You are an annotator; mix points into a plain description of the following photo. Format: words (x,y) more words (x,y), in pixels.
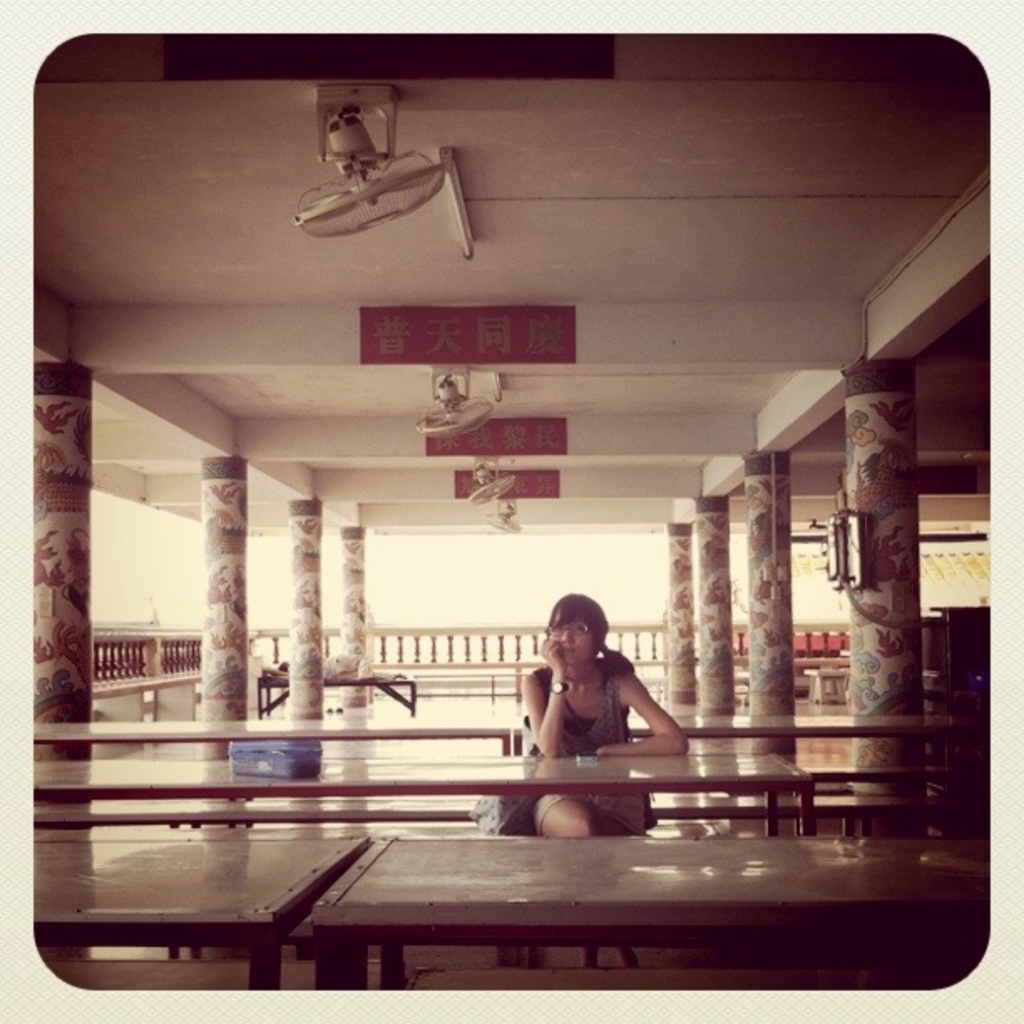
This image has a woman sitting on a bench (253,809) before a table (186,777). There is a box (256,752) on it. Person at the left side (273,677) is lying on a table (414,701). Both sides of this person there are four pillars (713,714). Fans (375,88) are attached to the roof (409,116).
